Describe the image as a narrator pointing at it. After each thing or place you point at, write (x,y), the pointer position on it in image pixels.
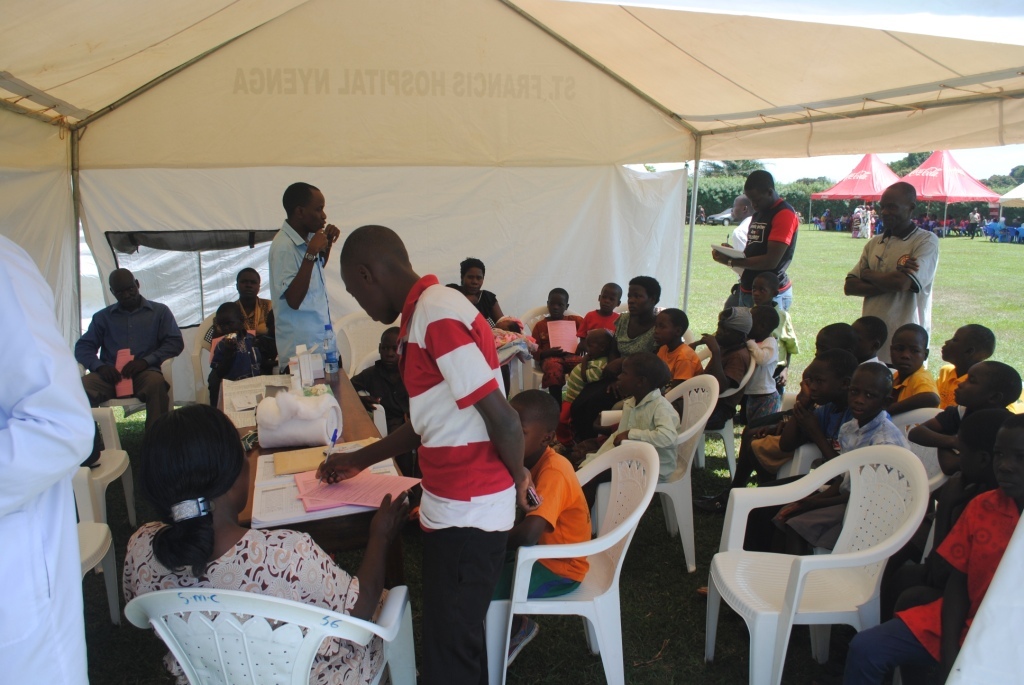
In this picture we can see a group of people (619,386) some are sitting on chairs (643,453) and some are standing here in middle (356,418) we can see table (348,438) and on table (351,410) we have bottle (327,352), papers (300,462) and this people (458,304) are inside the tent (451,216) and in background (874,172) we can see some tents (878,190), persons (857,211), trees (800,204).
